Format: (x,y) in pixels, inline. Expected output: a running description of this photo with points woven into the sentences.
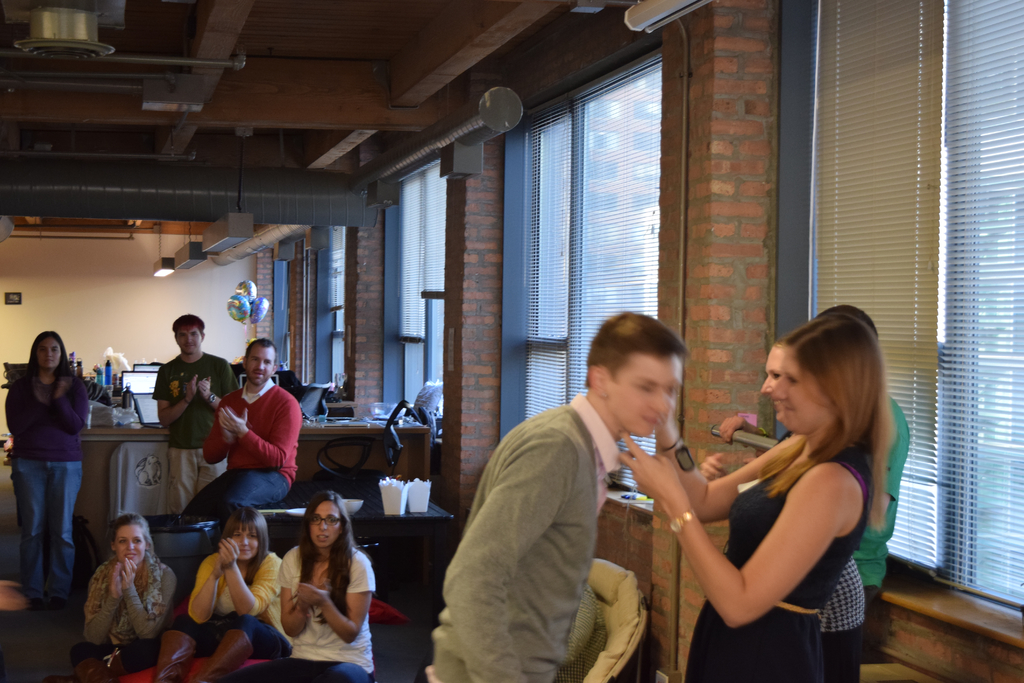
This picture describes about group of people (168,376), few are sitting and few are standing, in the background (832,290) we can see window blinds (337,251), lights (245,229) and balloons (268,304).
